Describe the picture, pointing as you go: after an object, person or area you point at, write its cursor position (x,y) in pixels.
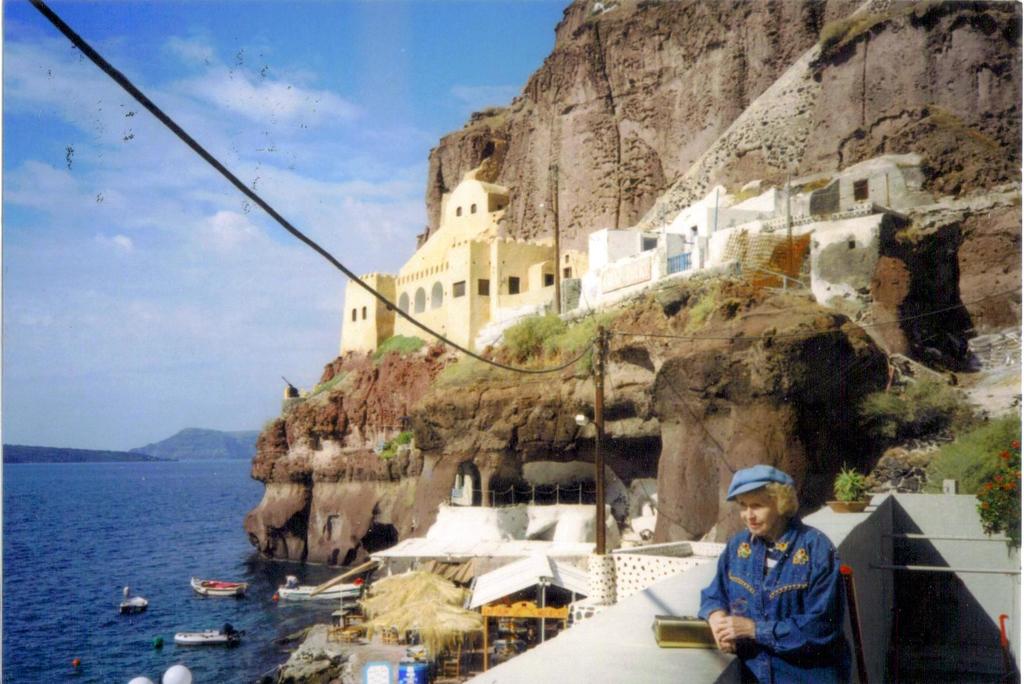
In this image we can see the hill (655,204) and on the hill (589,218) we can see some buildings (704,201). We can also see some tents (487,581) for shelter. There is a woman (783,547) standing. Image also consists of a pole (604,342) with wires (586,356). We can also see the plants (1001,470), grass (971,492). On the left (201,593) there are boats (190,644) on the surface (171,482) of the sea (165,580). There is sky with the clouds (284,229).
